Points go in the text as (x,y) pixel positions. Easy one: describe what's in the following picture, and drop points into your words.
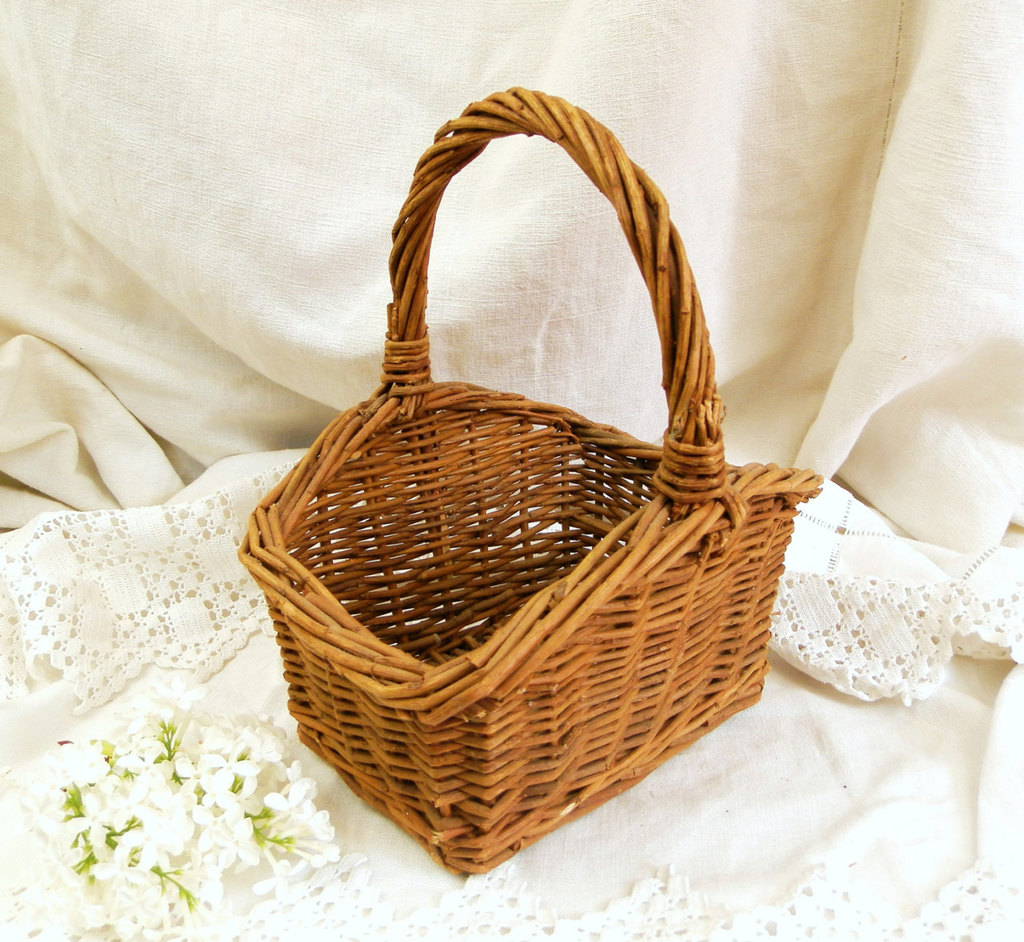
In this picture, we can see a basket (434,172), some flowers (278,814) on the cloth (286,929) and in the background (860,112) we can see the cloth (717,193).
